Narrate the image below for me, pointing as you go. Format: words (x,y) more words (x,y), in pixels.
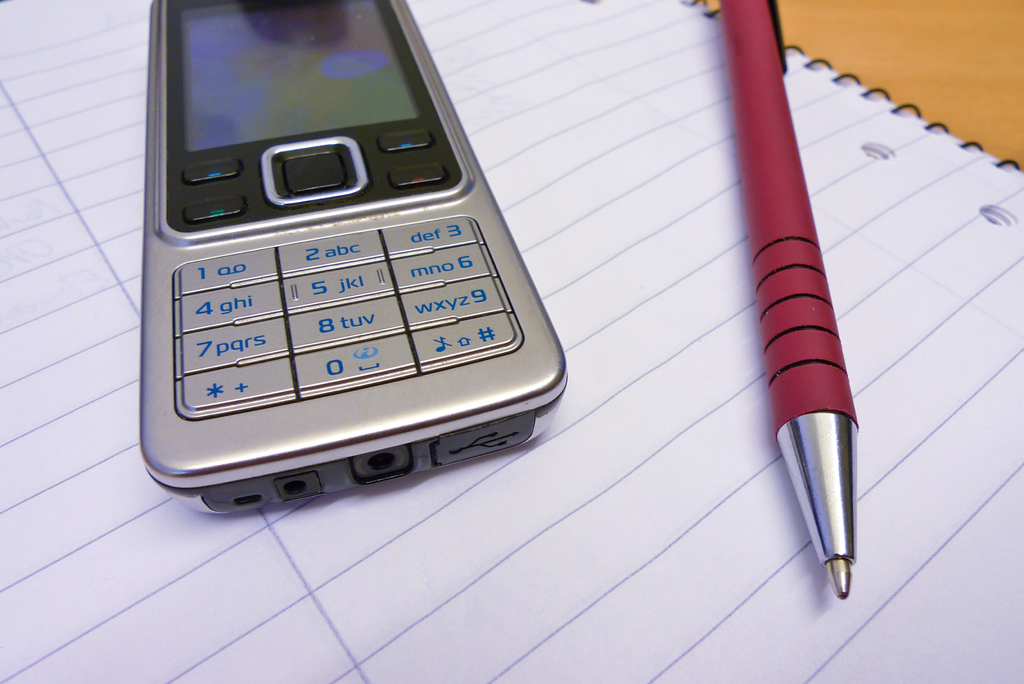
In this image we can see a mobile (408,340) and a pen (773,179) placed on a book (967,390).
